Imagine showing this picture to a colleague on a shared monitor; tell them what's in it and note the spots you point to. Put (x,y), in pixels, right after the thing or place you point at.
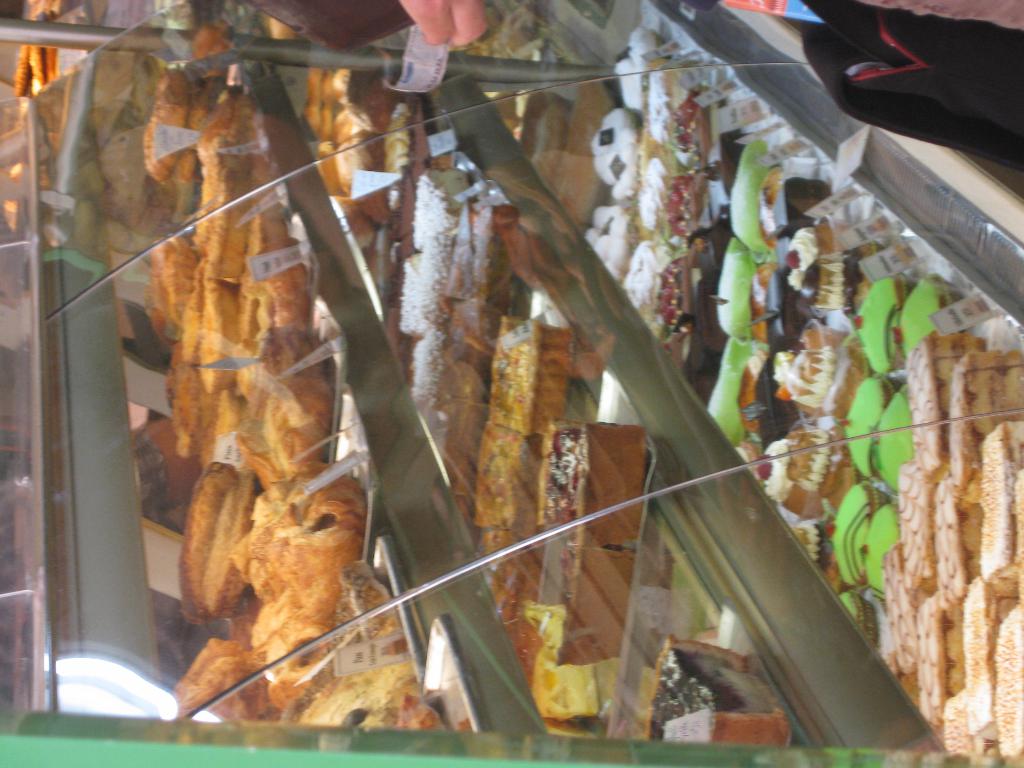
In this image we can see there is a glass shelf (699,505) with some food items (434,246).
